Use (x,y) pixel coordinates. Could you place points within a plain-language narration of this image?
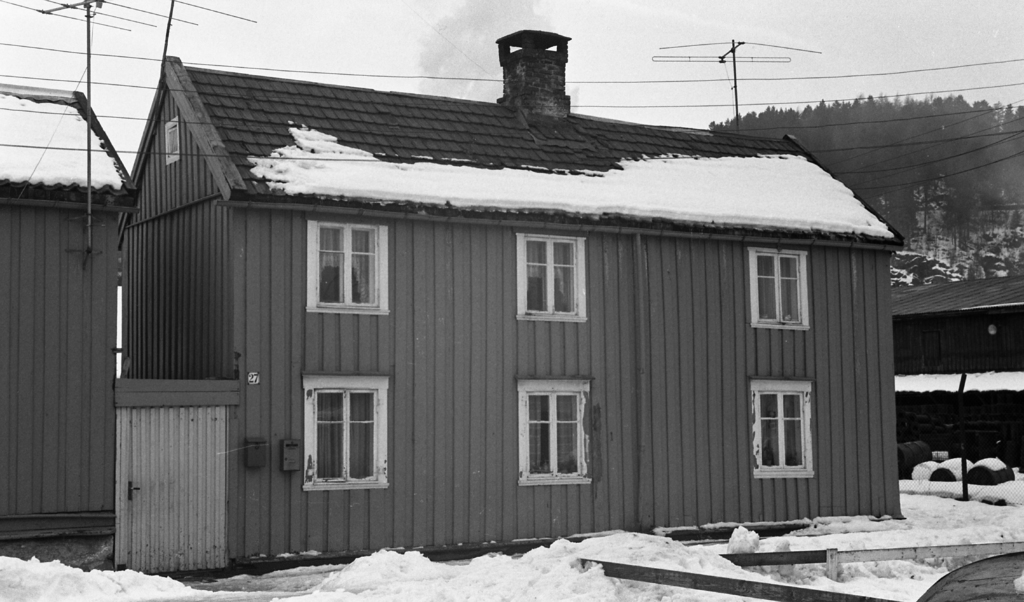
In this image we can see house (501,442), snow (646,594), trees (872,166) and electric wires (23,147).
